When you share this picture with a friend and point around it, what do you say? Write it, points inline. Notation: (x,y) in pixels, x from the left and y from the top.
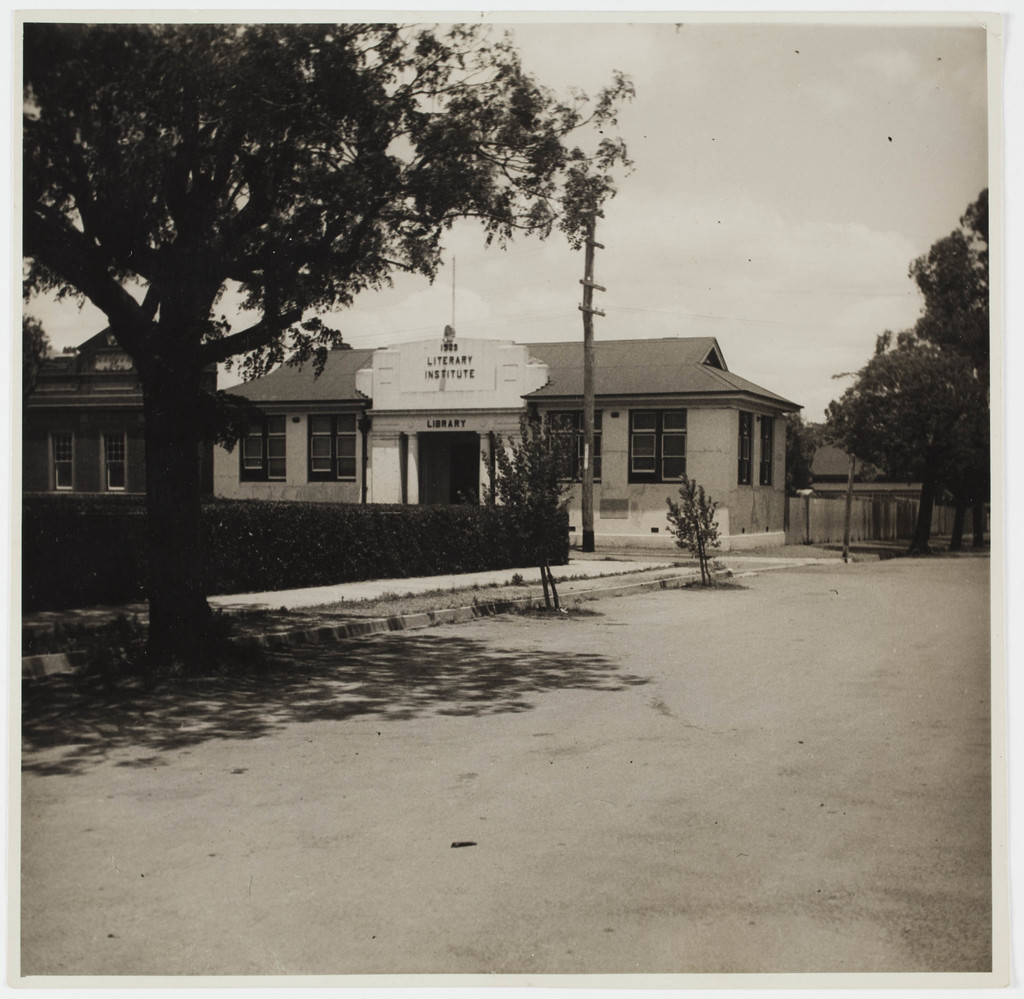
This is a black and white image. In this image we can see house (549,400), electric pole (591,468), trees (943,453), road (231,655) and plants (671,503). At the top of the image (779,84) there is sky (772,123).
